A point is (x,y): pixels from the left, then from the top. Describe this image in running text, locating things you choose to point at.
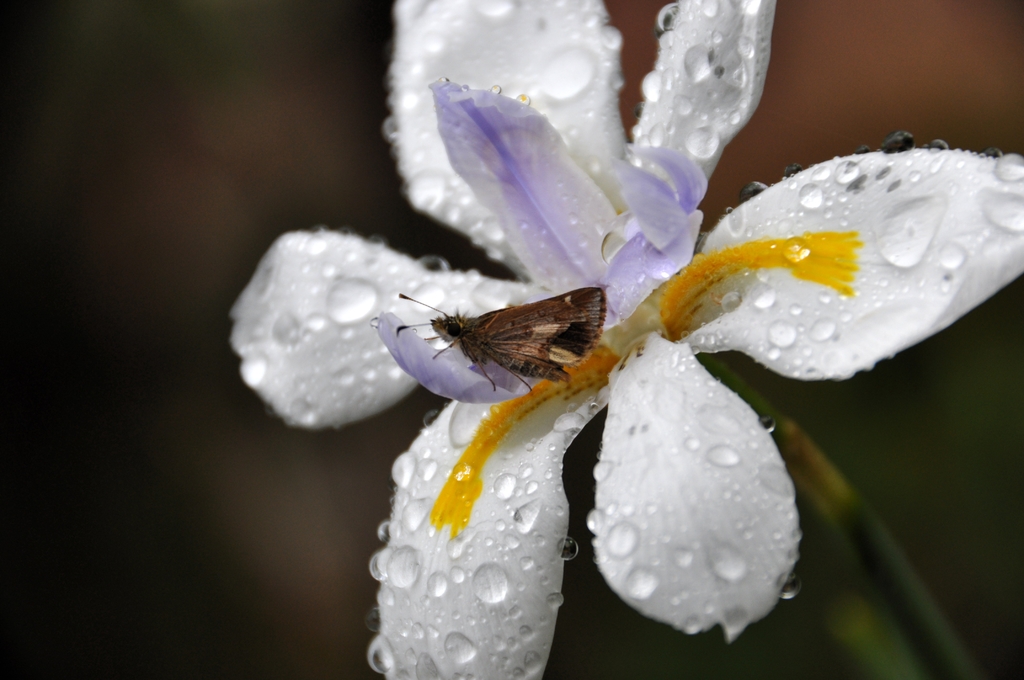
In this image we can see a insect (513,358) on the flower (548,194).
